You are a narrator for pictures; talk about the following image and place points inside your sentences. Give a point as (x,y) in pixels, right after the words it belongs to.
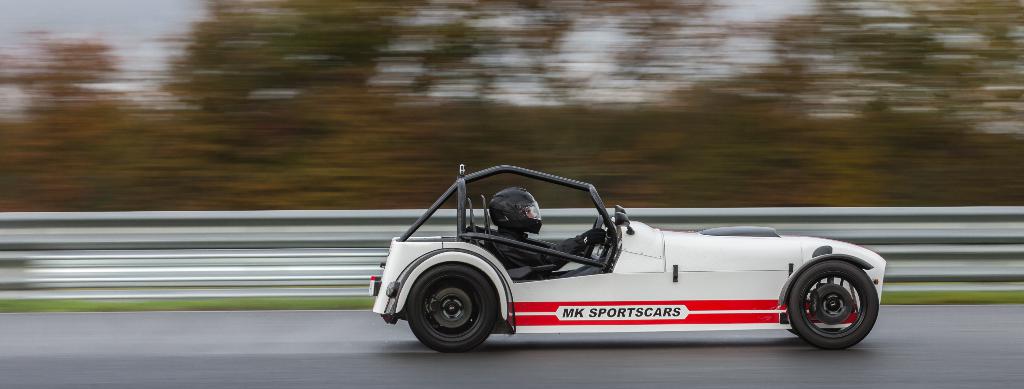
There is a person (532,252) sitting and riding a car (466,244) on the road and wore helmet (507,224). Background (102,20) it is blurry and we can see sky (146,36) and trees (156,140).
